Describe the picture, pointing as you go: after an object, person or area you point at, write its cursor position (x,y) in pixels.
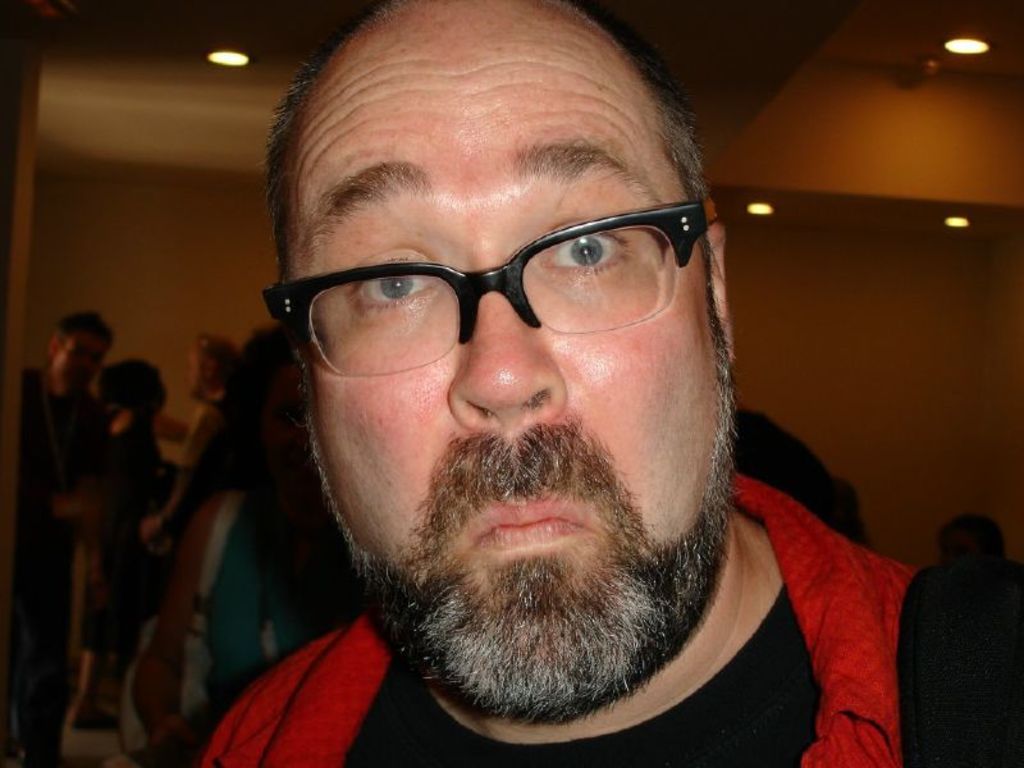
In this image there is a man (609,399) with glasses (519,306) and behind the man (358,392) there are few people (184,508) visible. At the top (188,62) there is ceiling (199,61) with some ceiling lights (238,63).
